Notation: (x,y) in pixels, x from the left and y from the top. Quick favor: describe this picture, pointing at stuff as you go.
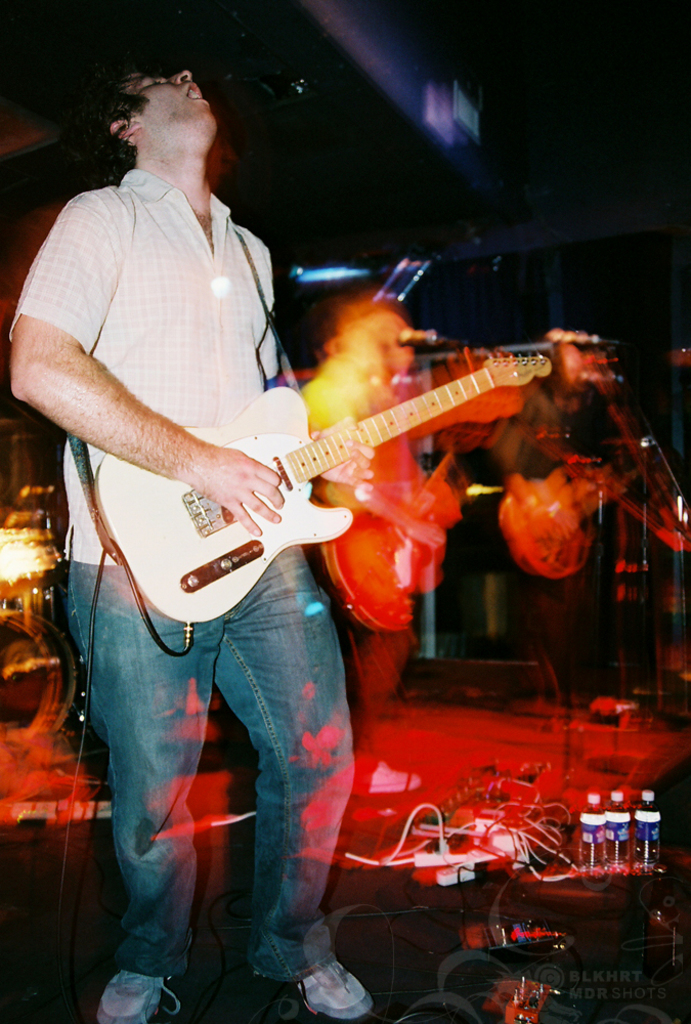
This image is clicked in a concert. In this image there are three persons (205,669), standing and performing music. In the front (197,671), the man (171,877) is wearing white shirt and blue jeans (181,746), and holding a guitar (294,510). In the background (52,556), there is a band (420,469) and most of the region is dark in the back (459,121).
